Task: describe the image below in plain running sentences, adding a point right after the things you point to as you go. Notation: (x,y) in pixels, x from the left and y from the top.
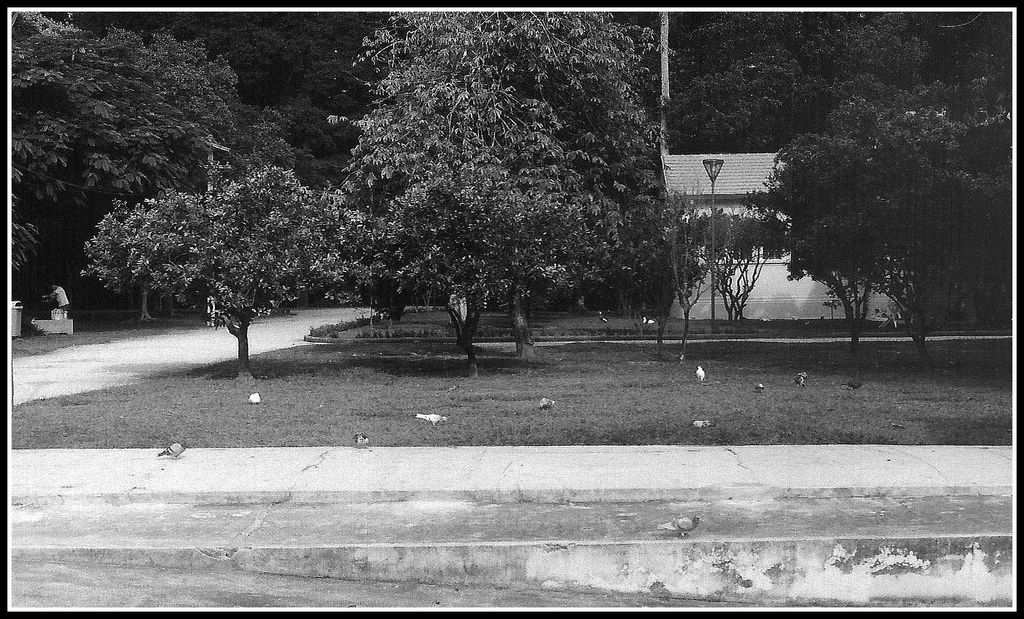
It is an edited image, in the garden (301,360) is plenty of trees (300,243) and behind the trees (635,191) there is a house (726,212) and behind the house (710,212) there is a thicket (309,53).
